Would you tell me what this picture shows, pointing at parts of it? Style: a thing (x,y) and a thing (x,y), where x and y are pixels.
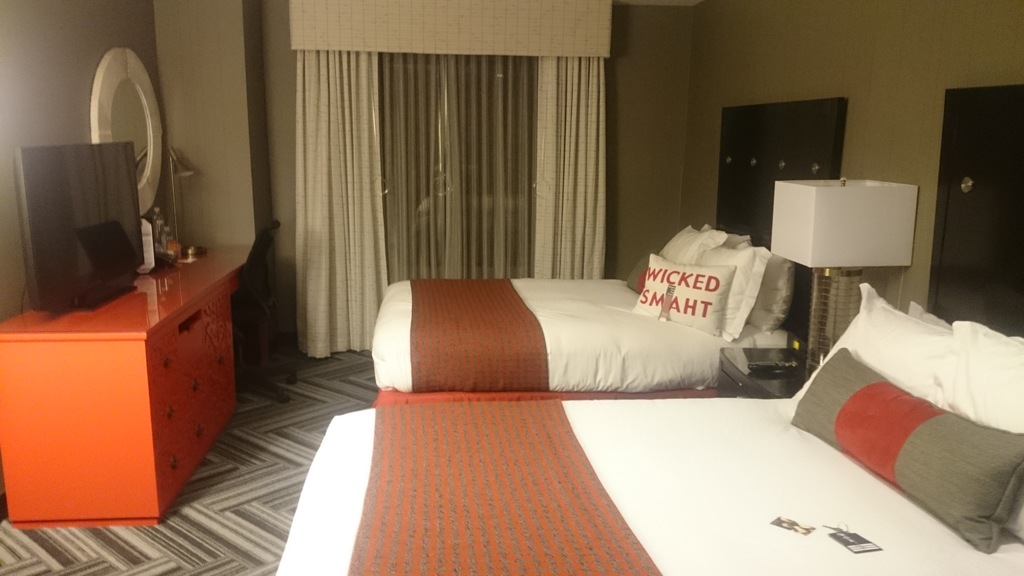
The image is taken inside a room (610,179). There are beds (625,390) in the room (645,401). On the left (8,407) there is a table (121,308) and a television (82,294) placed on the table (102,314). There is a mirror (132,61) attached to a wall (155,72). There is a chair (273,362). There are pillows (713,307) on the bed (765,336).
